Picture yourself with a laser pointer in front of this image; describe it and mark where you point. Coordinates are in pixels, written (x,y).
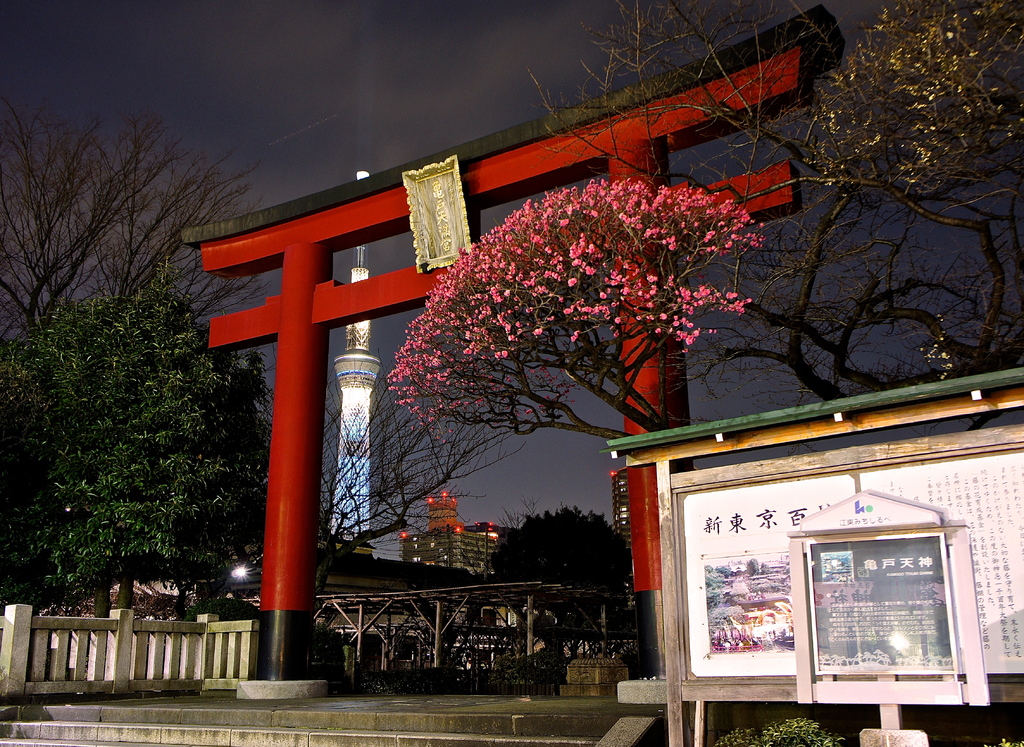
In this image I can see the board (851,561). To the side of the board (878,525) I can see the red color arch (283,597), railing (125,684) and many trees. I can see the pink color flowers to the tree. In the background (430,533) I can see few more trees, tower (353,466) and the buildings (464,533) with lights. I can also see the sky (326,135) in the back (273,139).
